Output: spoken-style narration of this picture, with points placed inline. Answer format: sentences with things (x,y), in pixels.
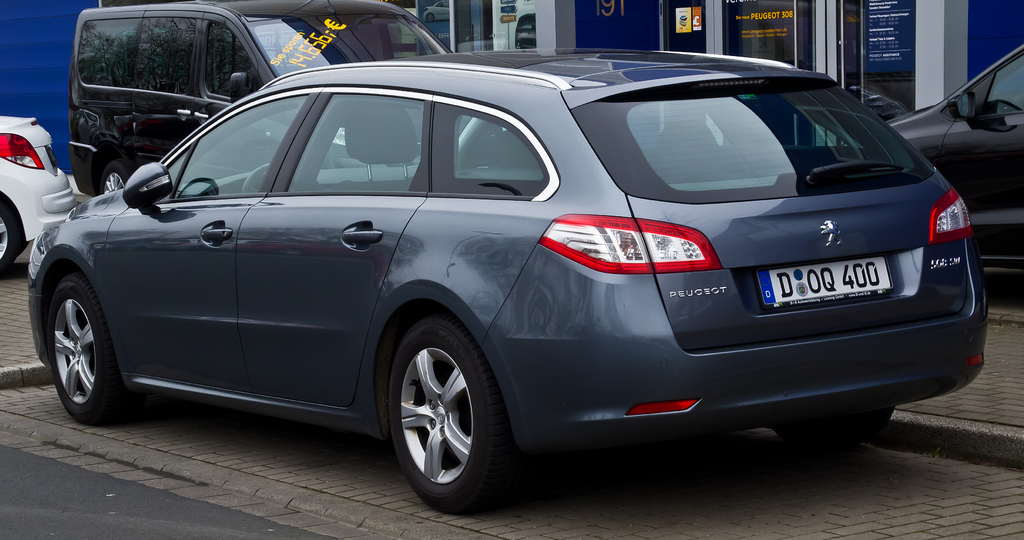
In this image there are vehicles (521,251) on the cobblestone path (797,482). Left bottom there is a road (88,498). Background (954,0) there are buildings (929,39).
